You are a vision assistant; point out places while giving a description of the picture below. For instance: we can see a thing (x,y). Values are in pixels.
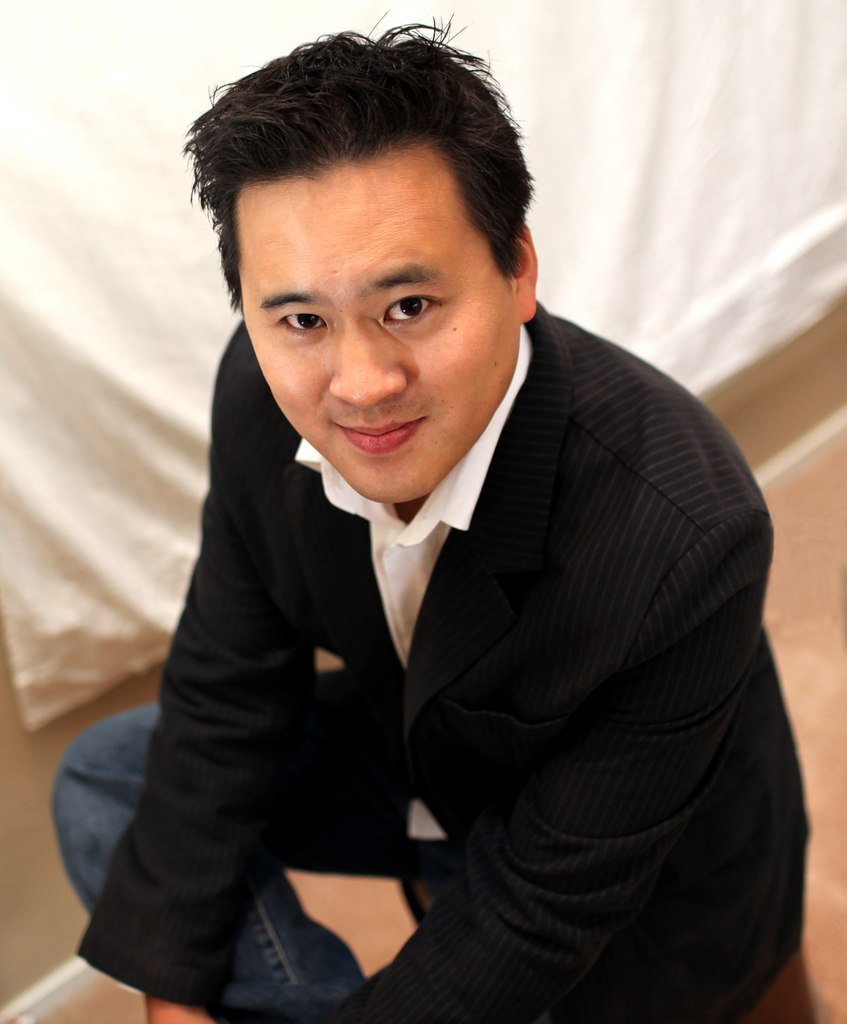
In the middle of the image (560,458) a man (440,919) is sitting in front of a white sheet (564,21) and smiling.
